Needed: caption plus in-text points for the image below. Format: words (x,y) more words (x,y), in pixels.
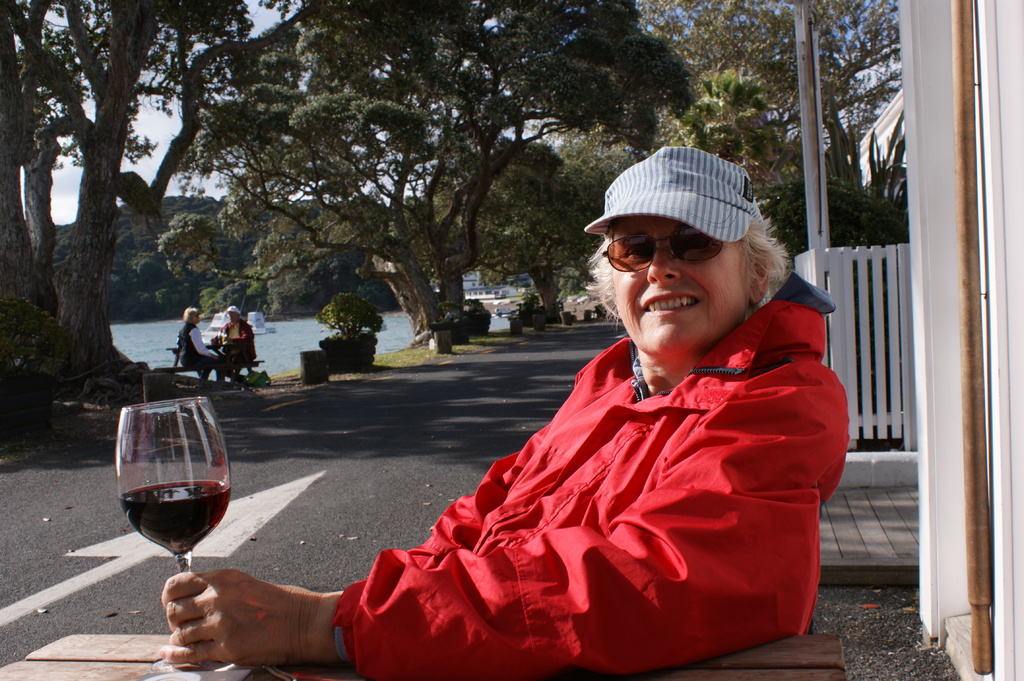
This image is clicked outside. There are trees (589,184) on the top (688,108) and left side (82,283) and right side (853,87). There is water (303,336) in the middle (398,324) and there is one table (217,354) and chairs (212,368). Two people (198,356) are sitting there. There are benches (196,369) in the middle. In the front (221,580) there is a chair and table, a person (485,538) with red jacket (680,458) and goggles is sitting on the chair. She is also wearing a cap (691,196). She is holding a glass (163,516).
